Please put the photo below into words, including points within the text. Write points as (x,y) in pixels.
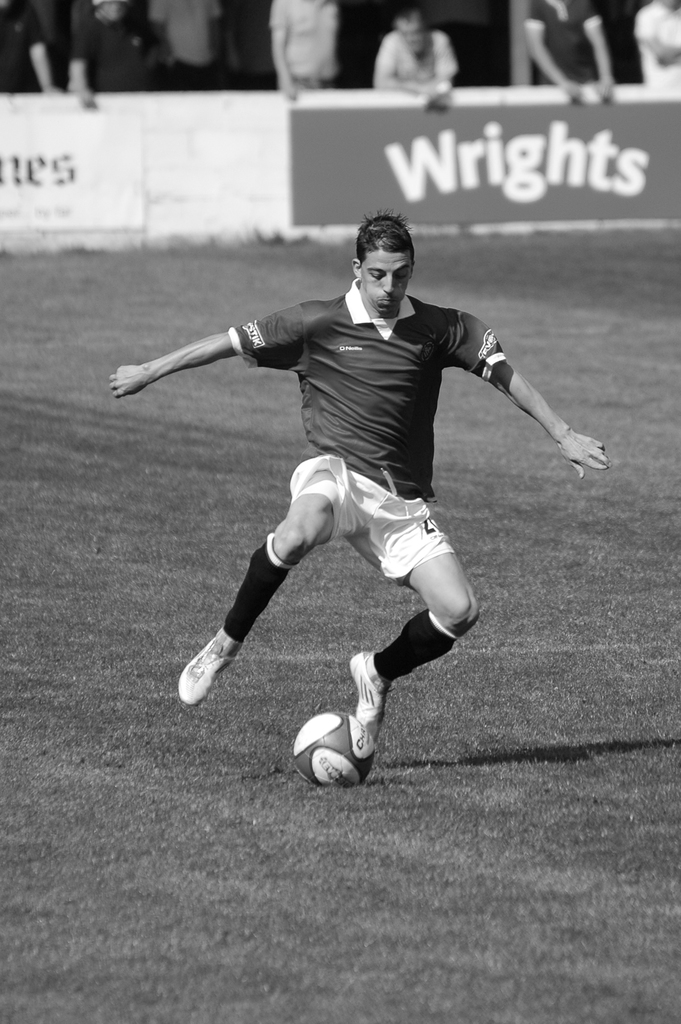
This is a black and white image. This picture is taken inside the playground (656,339). In this image, in the middle (437,626), we can see a man (270,563) playing a football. In the background (359,125), we can see some hoardings (584,134), a group of people (143,61). At the bottom (586,792), we can see a football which is placed on the grass (386,855).
